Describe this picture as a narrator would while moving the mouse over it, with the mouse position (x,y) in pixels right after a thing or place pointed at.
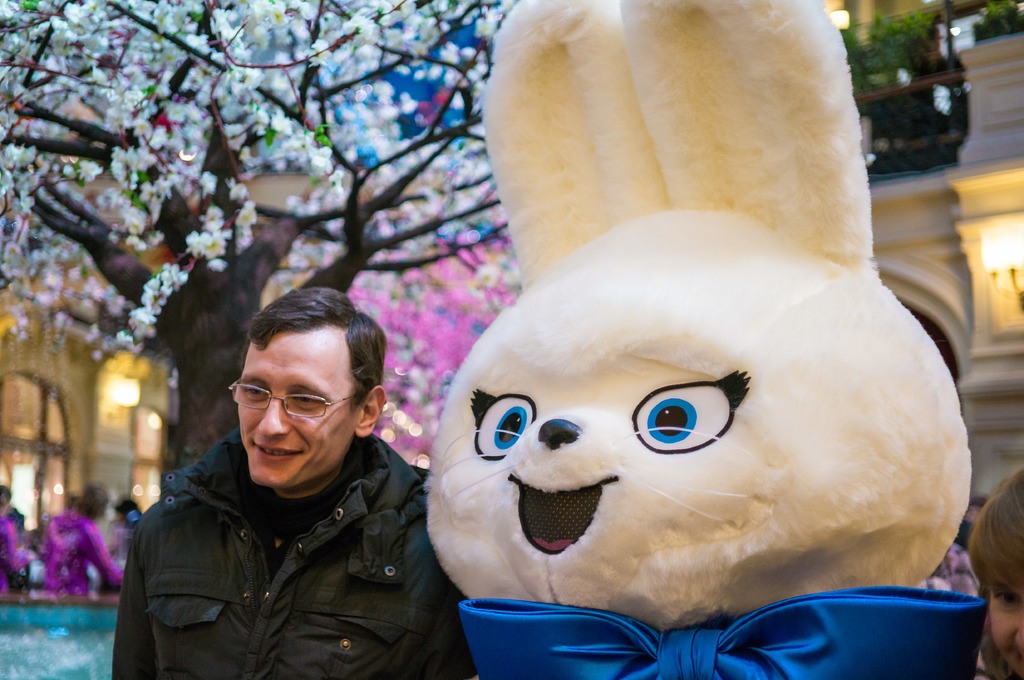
In this picture I see a man (210,492) who is standing near to a soft toy (659,447) and I see a person's face (1003,611) on the right bottom corner of this image (1007,587). In the background (89,510) I see few more people (56,517) and I see trees (333,249) and buildings (893,268) and I see few lights (129,389).
